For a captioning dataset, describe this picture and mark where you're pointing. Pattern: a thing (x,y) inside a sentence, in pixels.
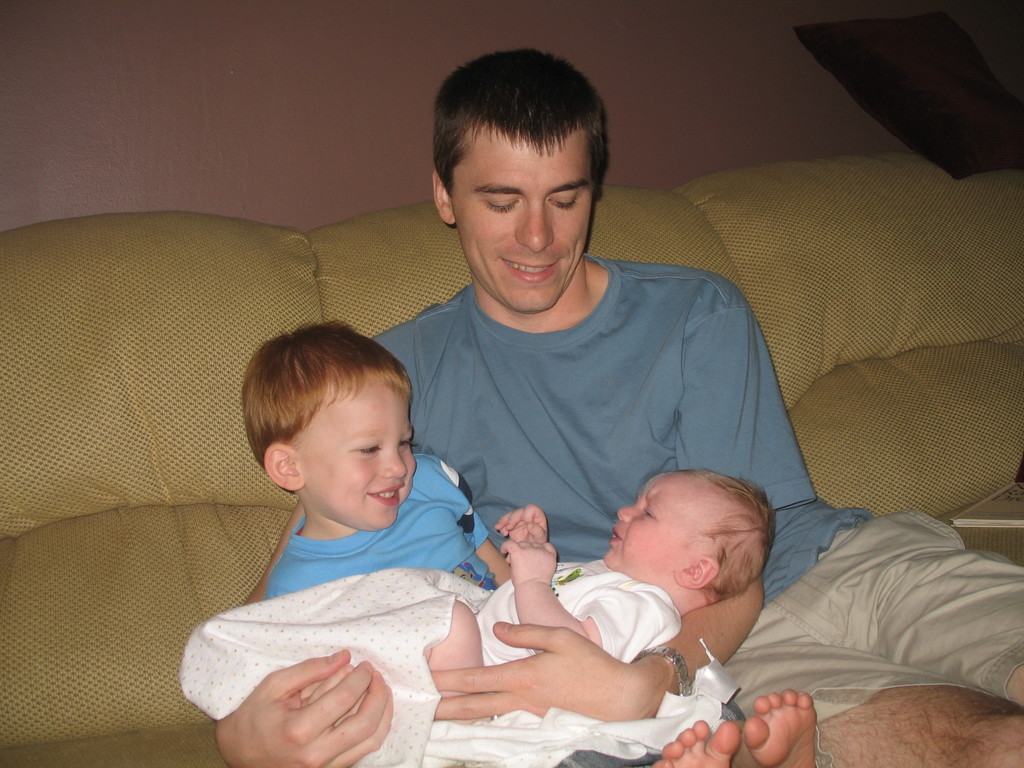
In the image we can see there is a man (586,476) and a kid (296,472) sitting on the sofa (127,720). There is an infant (449,636) lying on their lap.
